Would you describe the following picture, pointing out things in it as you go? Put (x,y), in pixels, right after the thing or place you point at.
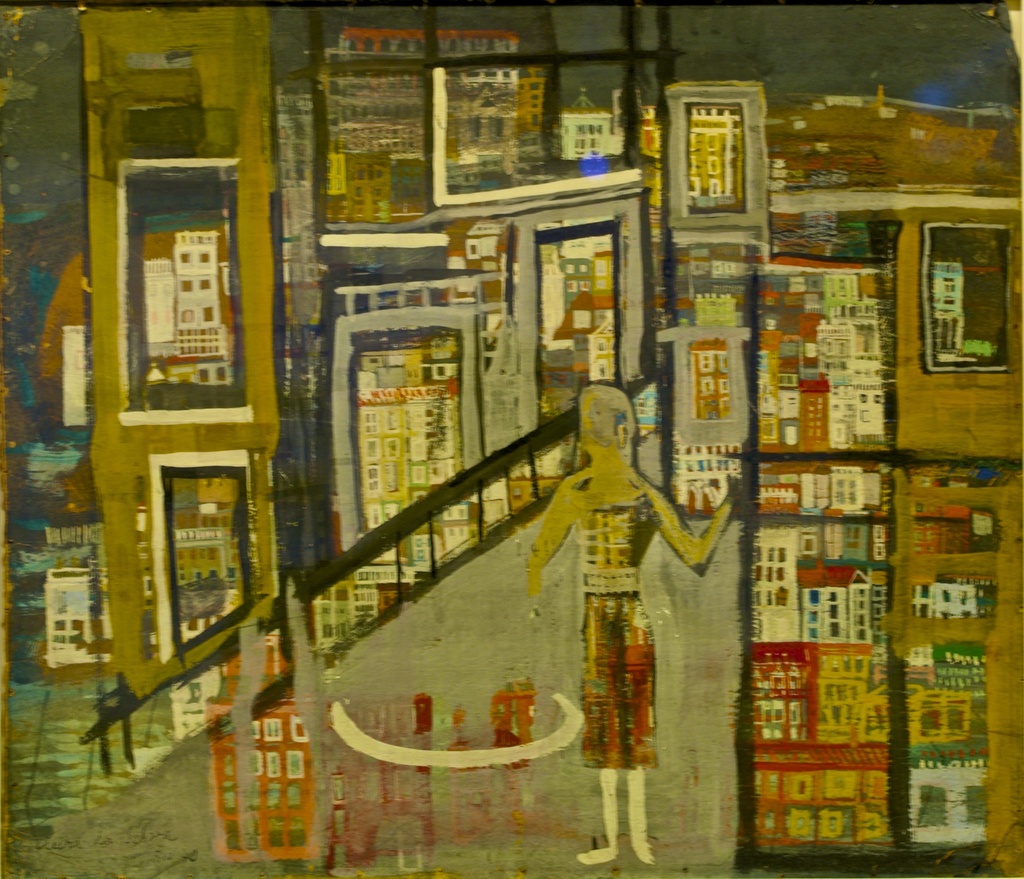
This image consists of a painting (733,579). In which there are many buildings (272,857) and a bridge (681,600). And we can see a person (640,702) standing.
